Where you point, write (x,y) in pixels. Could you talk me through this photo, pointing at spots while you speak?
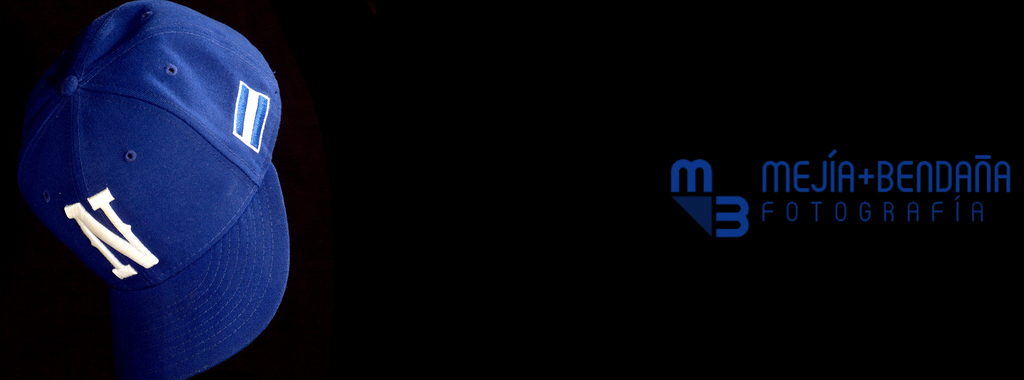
On the left side of the image (142,214) we can see a cap (167,254) which is in blue color. On the right (704,196) there is text (906,191) written. In the background (479,83) we can see black color.
